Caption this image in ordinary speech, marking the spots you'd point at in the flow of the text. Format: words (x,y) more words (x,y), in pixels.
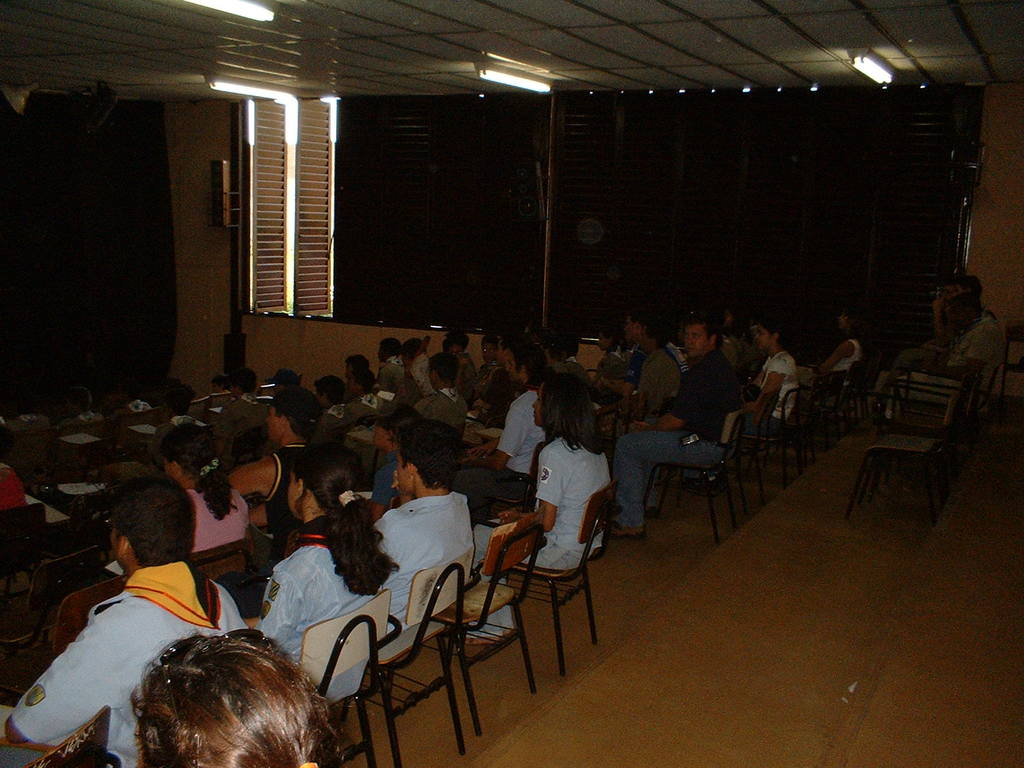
There are many people (404,517) sitting on chairs (585,551). In the background (575,232) there are windows (309,173). On the ceiling (626,52) there are tube lights (872,66).
